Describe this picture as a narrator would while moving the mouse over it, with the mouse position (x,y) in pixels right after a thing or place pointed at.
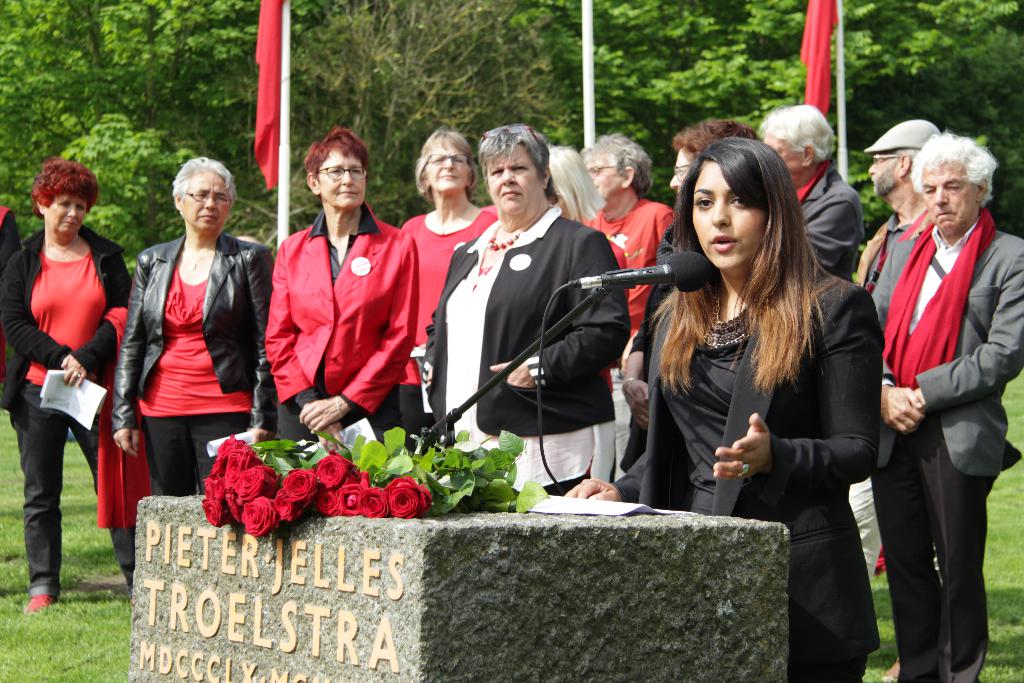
At the bottom of the image (295,679) there is a stone (295,679), on the stone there is a microphone (677,267) and paper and flowers (301,447). Behind the stone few people (727,501) are standing and holding some papers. Behind them there are some poles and flags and trees (24,11). At the bottom of the image (14,627) there is grass (66,598).
